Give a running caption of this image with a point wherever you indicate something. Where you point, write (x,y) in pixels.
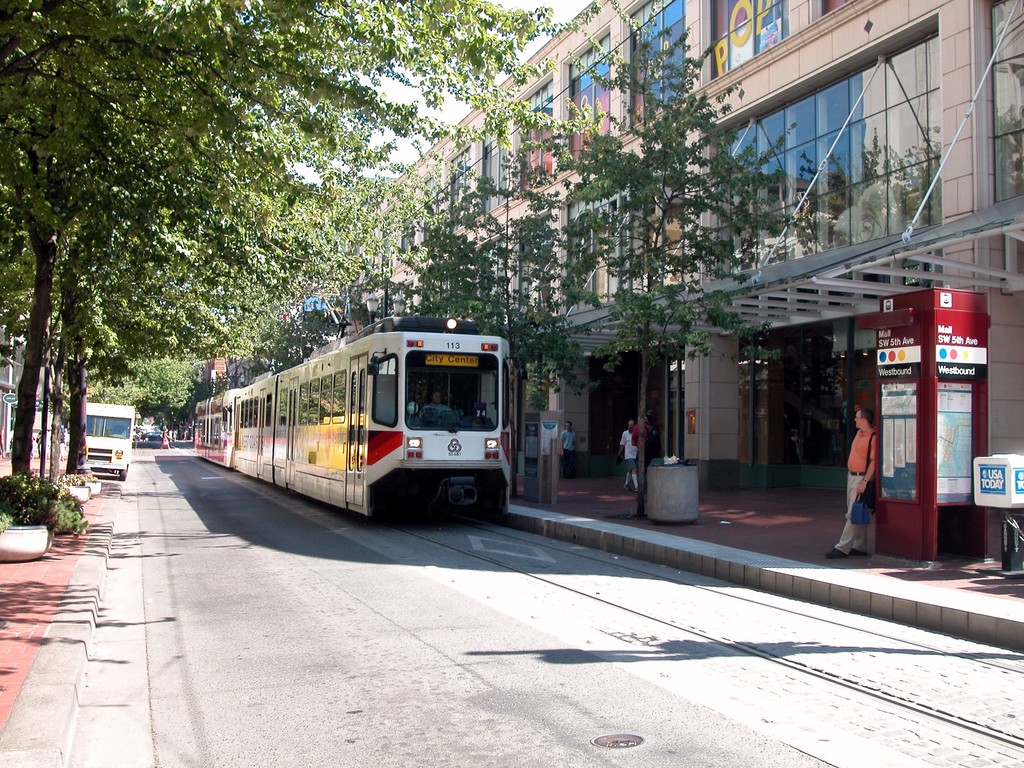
As we can see in the image there is train (448,462), railway track (800,652) and truck (118,460). There are trees (395,189), buildings (745,133), few people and at the top (505,10) there is sky (515,1).
